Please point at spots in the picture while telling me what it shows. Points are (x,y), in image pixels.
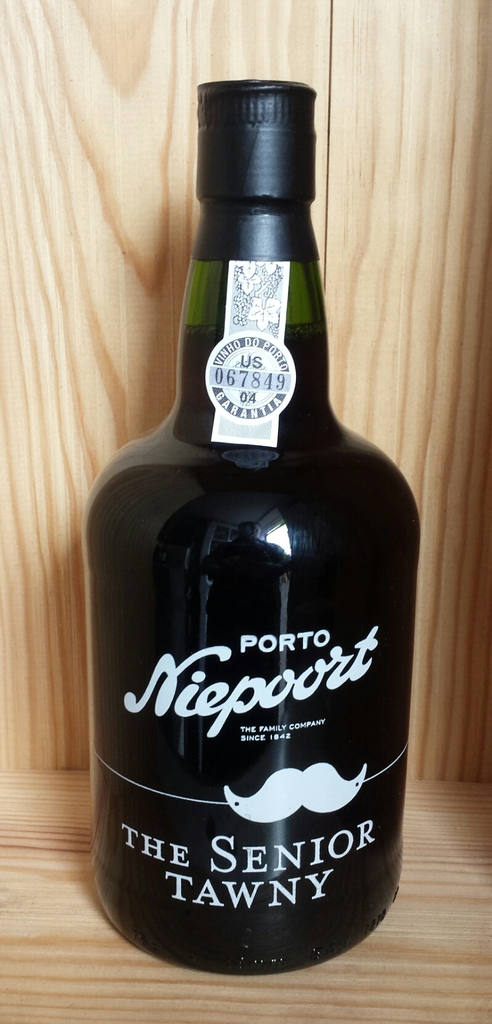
In this picture there is a bottle (225,663) placed on wooden desk (69,951).
